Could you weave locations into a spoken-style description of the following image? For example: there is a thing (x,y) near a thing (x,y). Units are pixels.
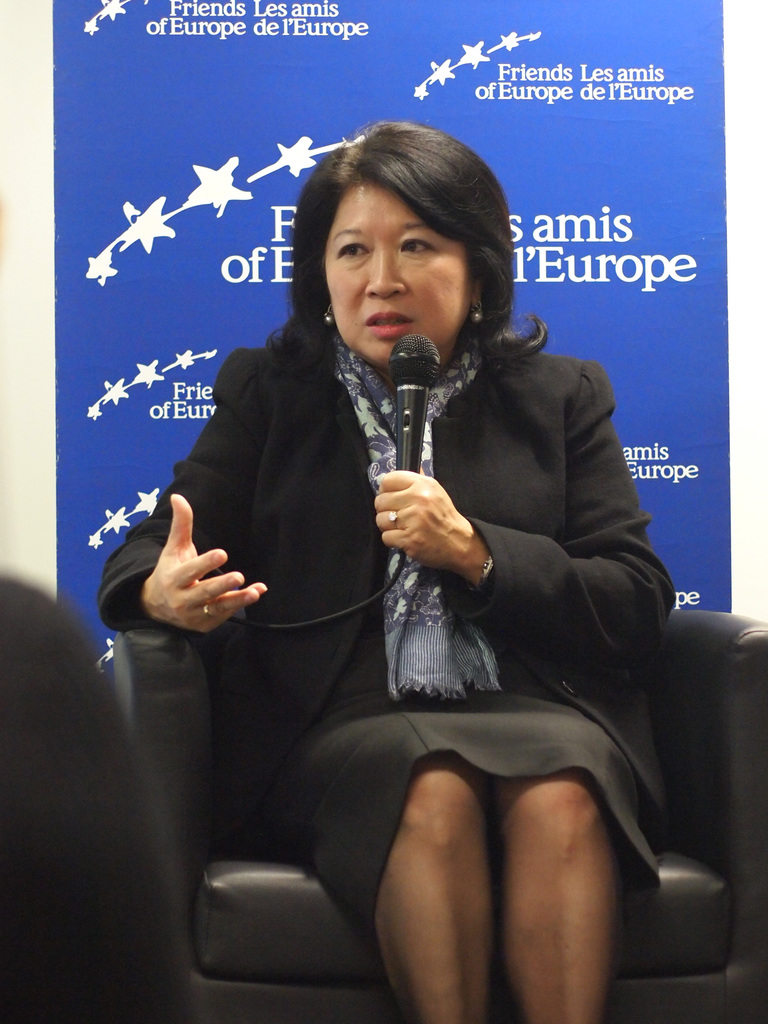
In the image we can see there is a woman (484,642) who is sitting on chair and she is holding a mic (419,417) in her hand (412,491).
